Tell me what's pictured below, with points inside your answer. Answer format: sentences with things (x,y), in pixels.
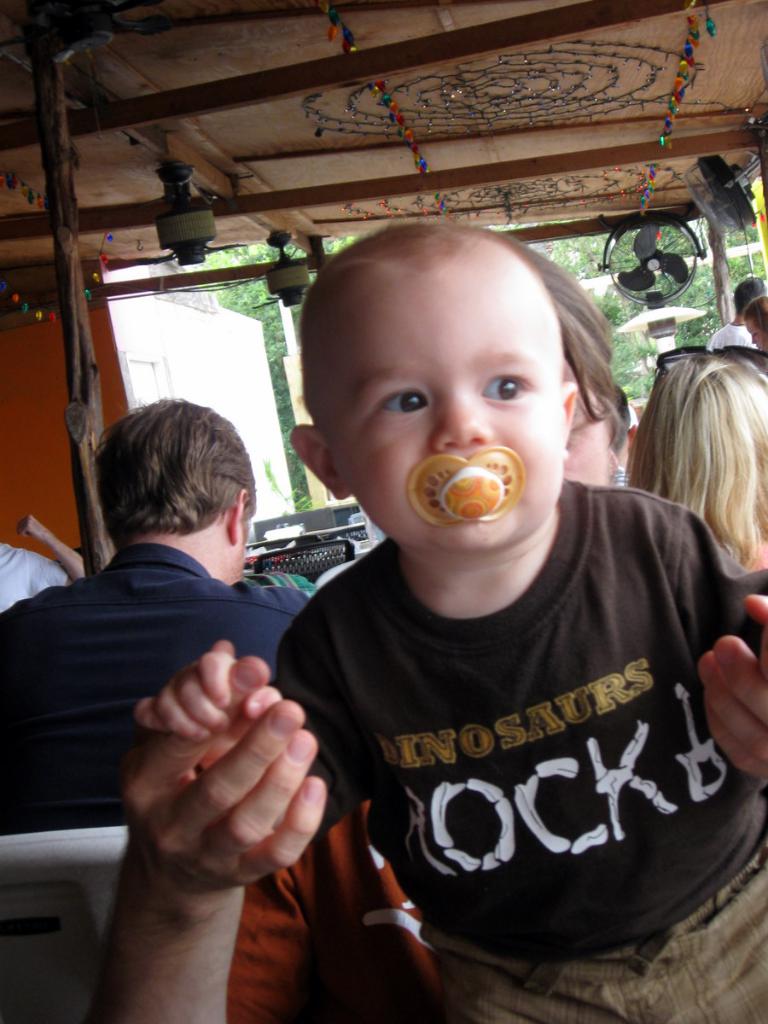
In this image we can see few persons (279,640). There are few objects (577,180) attached to the roof (427,124). There are few objects (637,232) in the image. There are many trees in the image.
